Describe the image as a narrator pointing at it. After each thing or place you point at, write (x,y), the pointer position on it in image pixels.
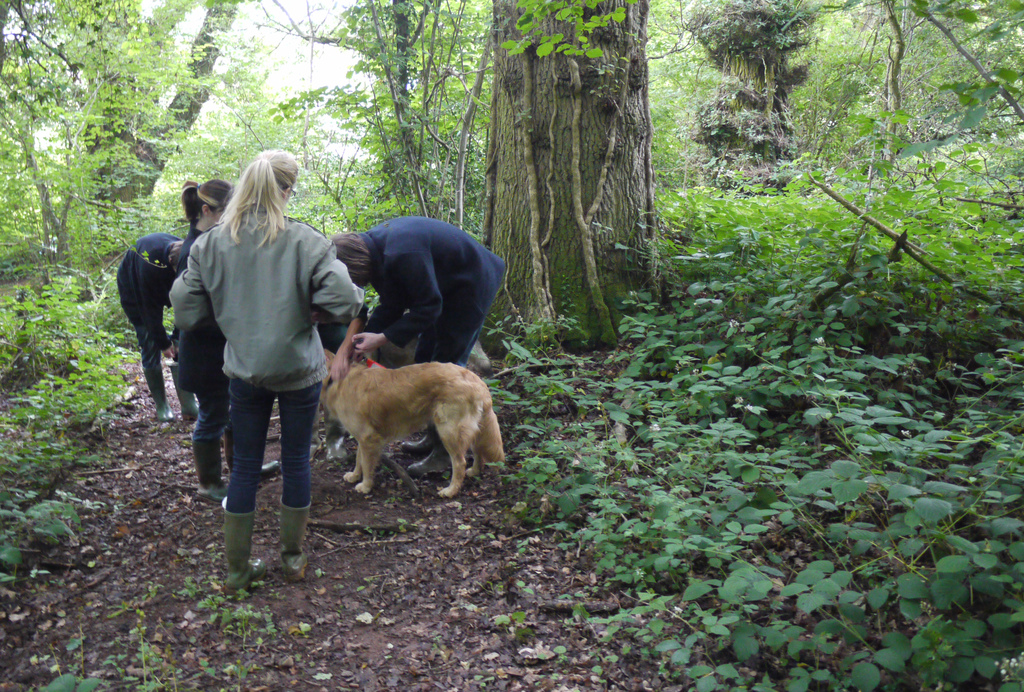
In this picture there are people (259,455) and a dog (415,391) on the left side of the image (299,439) and there is greenery (105,34) around the area of the image.
